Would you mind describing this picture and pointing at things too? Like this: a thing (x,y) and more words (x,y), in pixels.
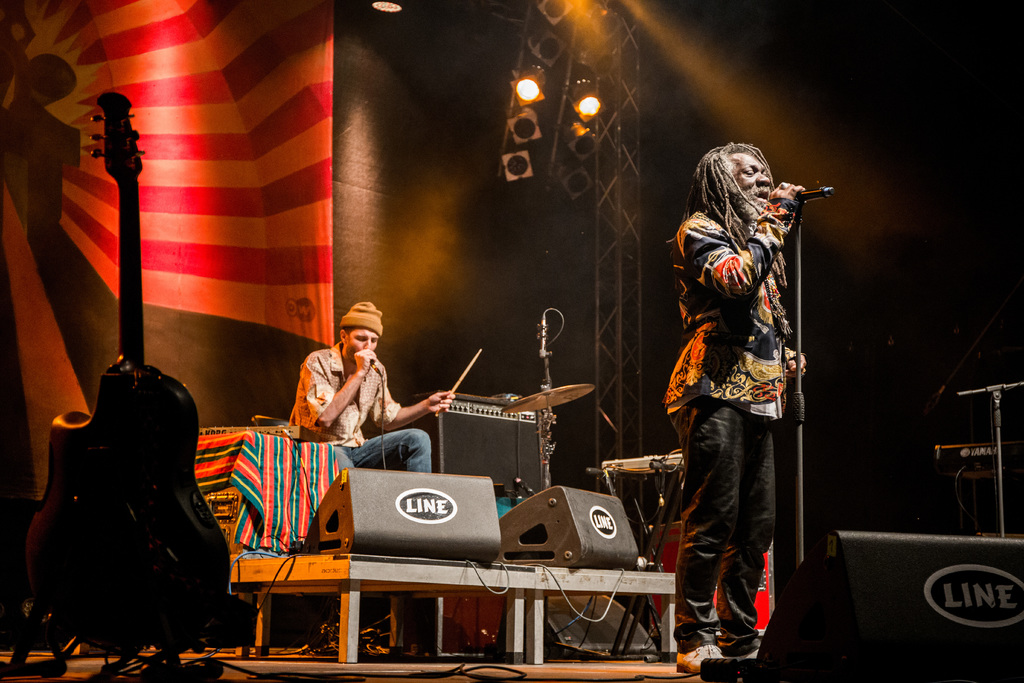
Here is a man (744,460) standing and singing a song in the mike (801,199). At background (383,377) I can see another person (338,432) sitting and singing a song as well as he is holding a stick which is used to play drums (537,392). These looks like speakers (472,537) which are black in color. And this looks like a musical instrument (134,483) which is placed aside. This is a poster (328,177) which is hanging. This looks like a stage performance.
